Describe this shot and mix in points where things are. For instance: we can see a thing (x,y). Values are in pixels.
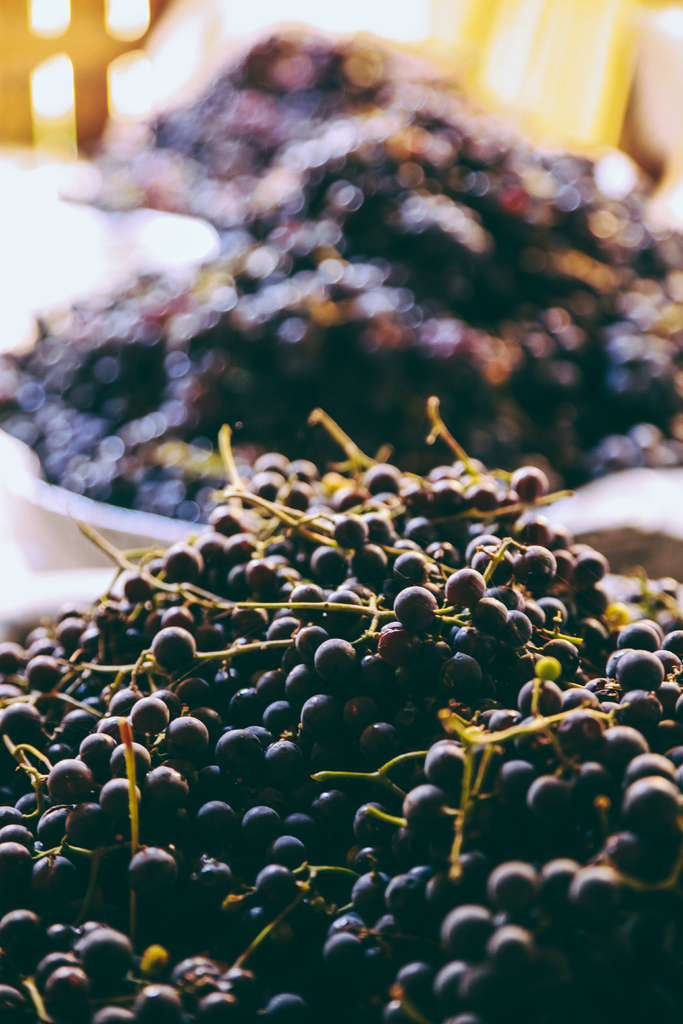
In this image in the foreground (320,838) there are some grapes (243,641), and in the background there are some plates (111,282). And in the plates (26,227) there are grapes (363,197), and the background (483,328) is blurred.
